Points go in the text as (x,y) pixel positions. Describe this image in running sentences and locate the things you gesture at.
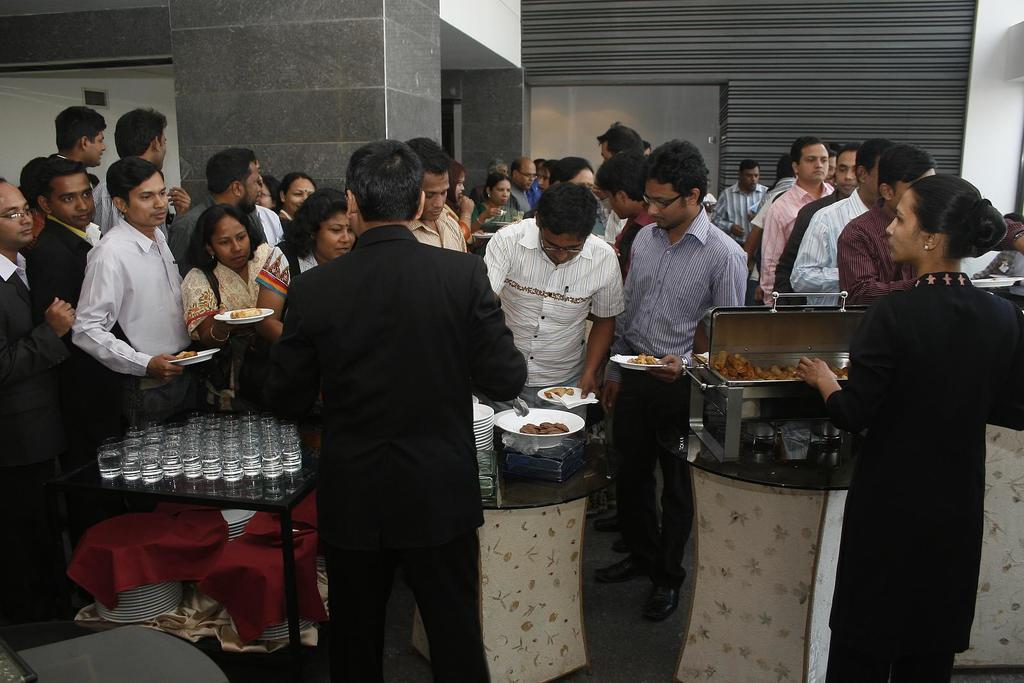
This is a picture taken in a room (553,257), there are a group of people (520,235) standing on the floor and holding a plate (236,316). In front of these people (786,265) there is a table (603,481) on the table (553,479) there are glasses (217,443), bowls (538,435) and some food items (551,429). Behind the people (276,312) there is a wall (802,80).
